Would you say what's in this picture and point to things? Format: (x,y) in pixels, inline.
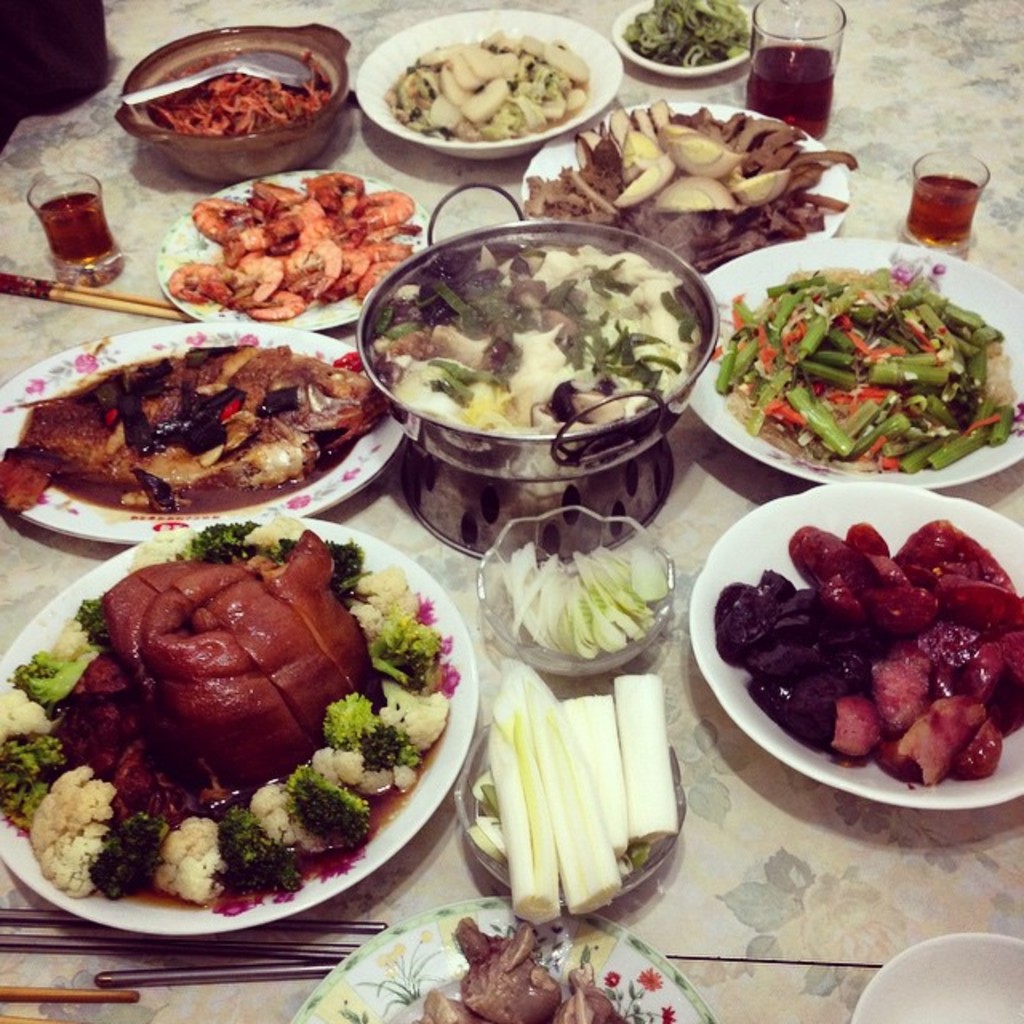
On the table (928,87) we can see the bowls (1011,558), plates (633,964), meat (801,204), potatoes pieces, onion pieces (624,593), cabbages (327,805), wine glasses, spoon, chopsticks (241,952), meat (485,940) and other food items (801,568).
